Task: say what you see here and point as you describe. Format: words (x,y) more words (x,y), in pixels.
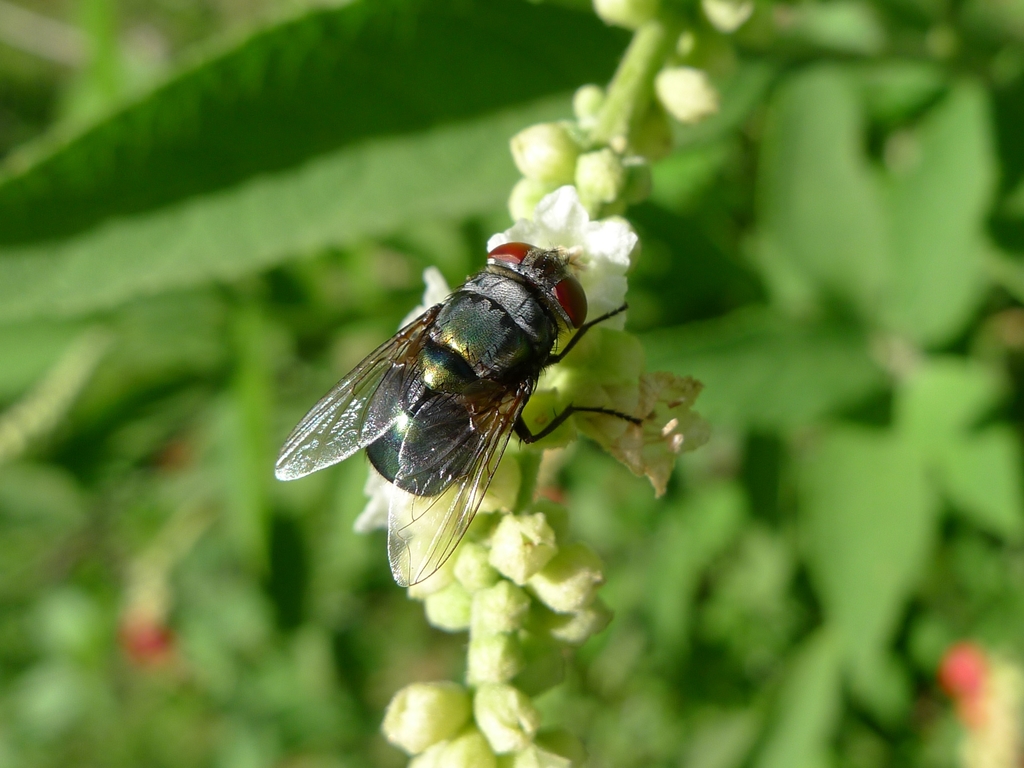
In this picture, we see a housefly (472,431) is on the white flower (559,236). In the background (933,306), we see plants (847,348). In the background (288,233), it is blurred.
